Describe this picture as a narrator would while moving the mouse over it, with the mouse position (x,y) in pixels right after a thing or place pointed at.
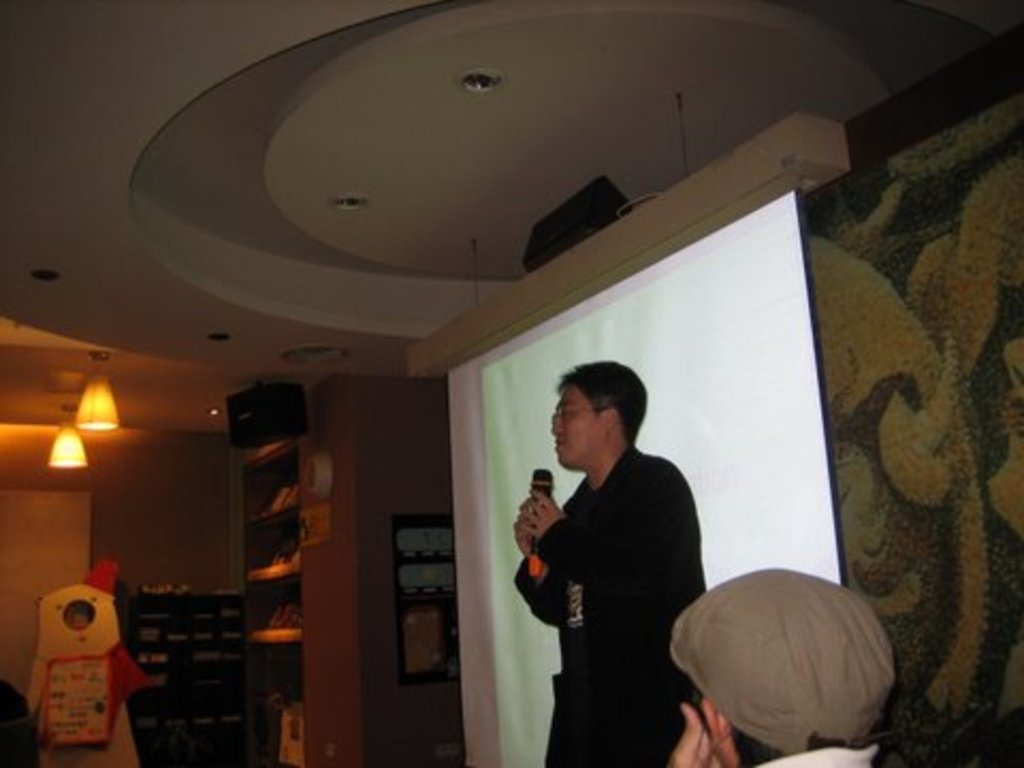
At the top (216,119) we can see ceiling (193,108) and lights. In this picture we can see a man (568,519) standing, holding a mike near to a projector screen (742,325). At the bottom portion of the picture (824,648) we can see a person (809,617) wearing a cap (811,650). In the background (298,524) we can see racks (286,516) and objects (326,475). We can see a frame (400,626) on the wall (371,695).
